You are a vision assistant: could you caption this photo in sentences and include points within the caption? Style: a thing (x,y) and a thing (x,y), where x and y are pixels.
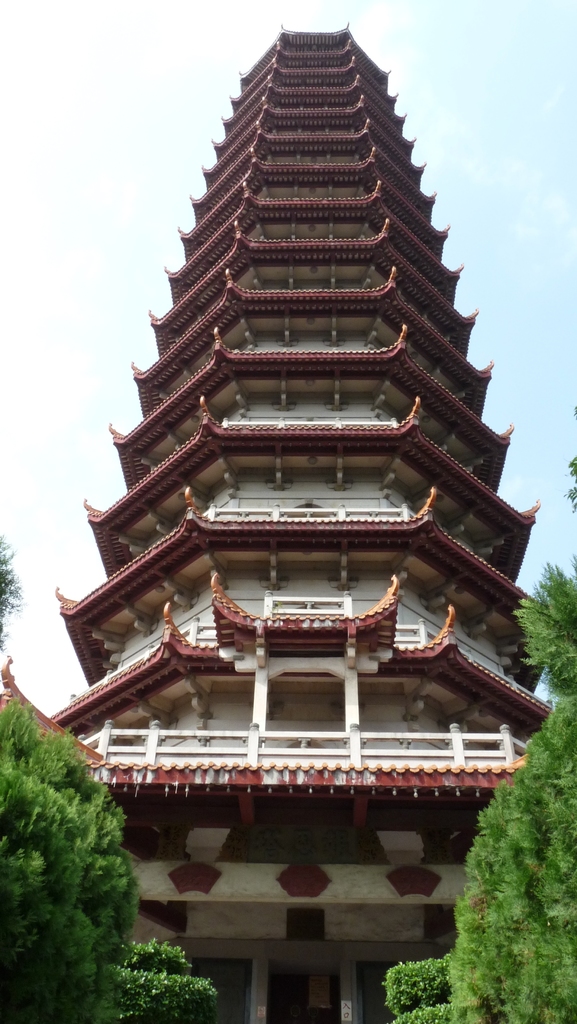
The picture consists of a tower (338,301). On the right (545,877) there are trees (499,876). On the left (97,942) there are trees (2,775). Sky (168,179) is clear and it is sunny.
